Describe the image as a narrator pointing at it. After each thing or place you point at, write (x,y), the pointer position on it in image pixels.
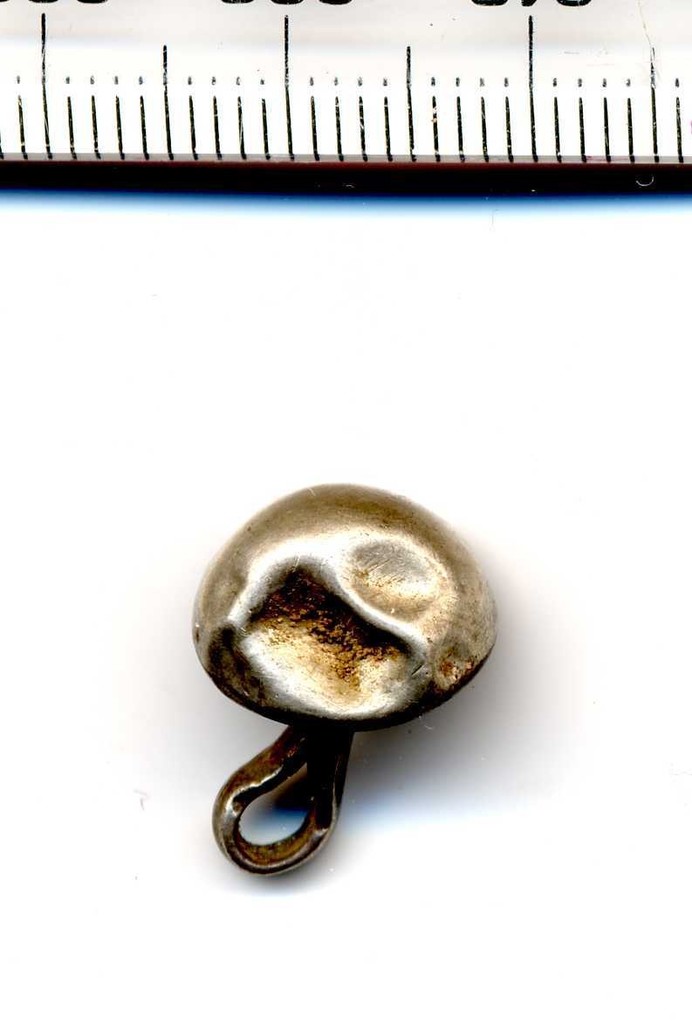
In the center of the image (240,590) we can see an object (284,628) is present on the surface (416,797). At the top of the image (304,176) we can see the scale (349,173).
